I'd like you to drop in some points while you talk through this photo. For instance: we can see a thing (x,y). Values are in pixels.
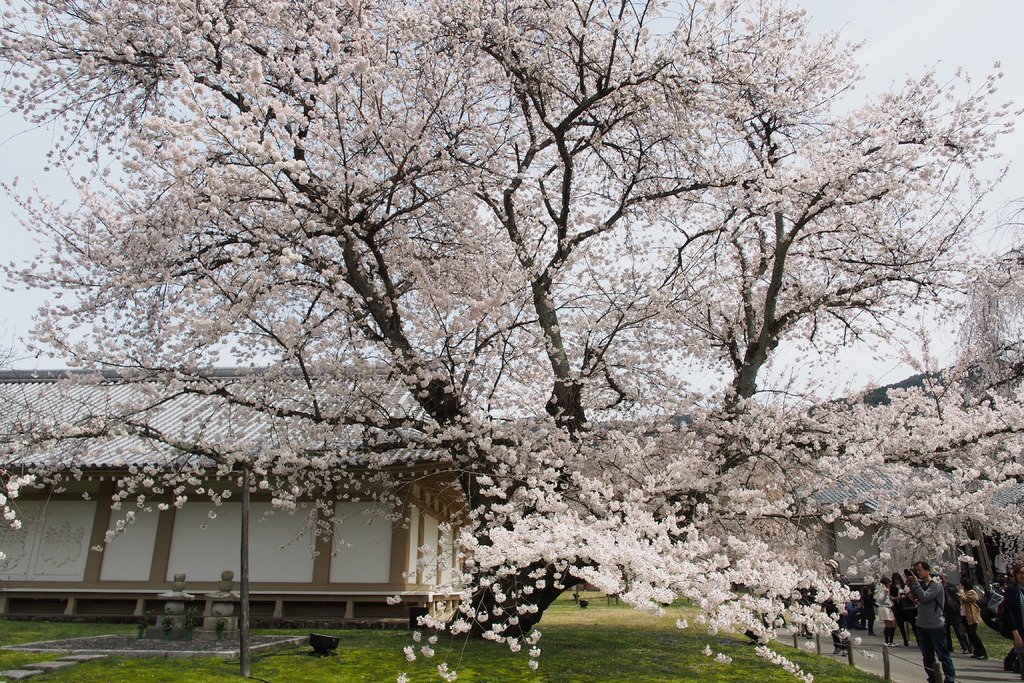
Land (658,625) is covered with grass (574,642). Right side of the image (968,609) there are people (908,616). Backside of this tree (399,261) there is a house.
